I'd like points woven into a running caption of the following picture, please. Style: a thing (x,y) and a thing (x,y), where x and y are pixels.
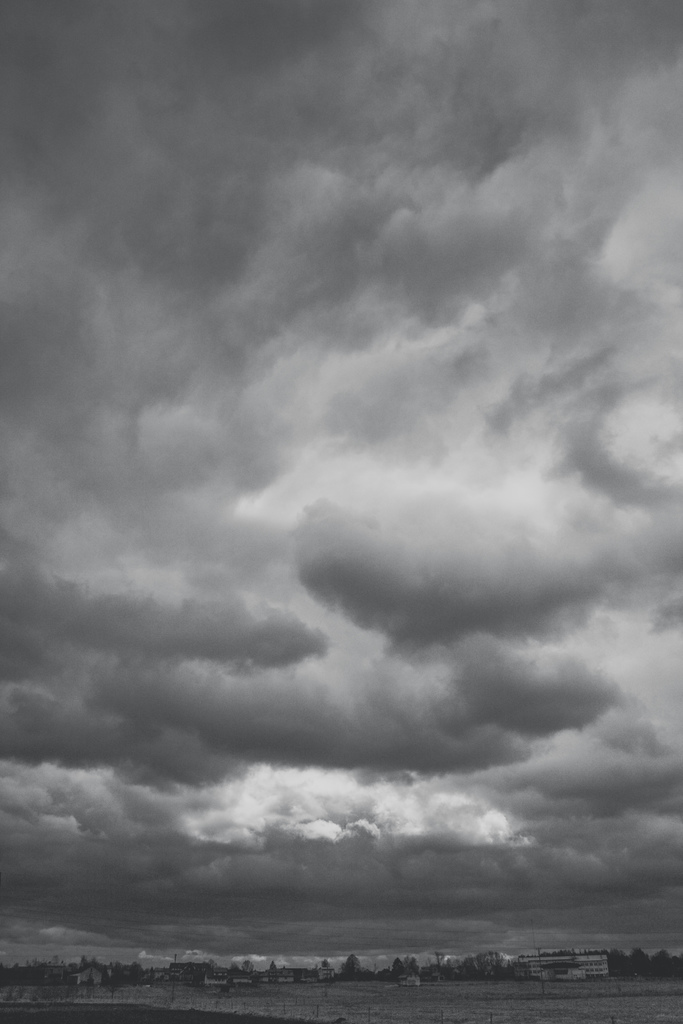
This image is taken outdoors. This image is a black and white image. At the top of the image (288,276) there is the sky (468,824) with clouds (276,818). At the bottom of the image (346,993) there is a ground (444,995). In the background (498,963) there are many trees (621,971) and plants (677,962) and there are a few buildings (554,969).
